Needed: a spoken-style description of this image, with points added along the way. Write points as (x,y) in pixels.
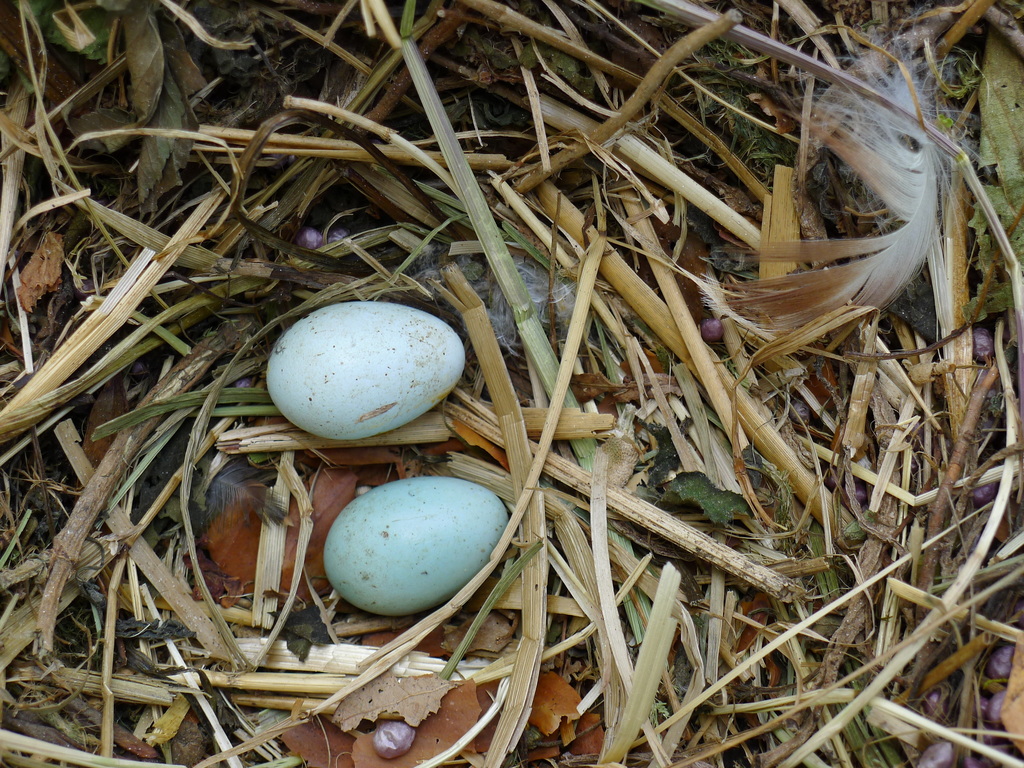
In the nest (681,260) we can see eggs (450,590) and a feather (872,258).
